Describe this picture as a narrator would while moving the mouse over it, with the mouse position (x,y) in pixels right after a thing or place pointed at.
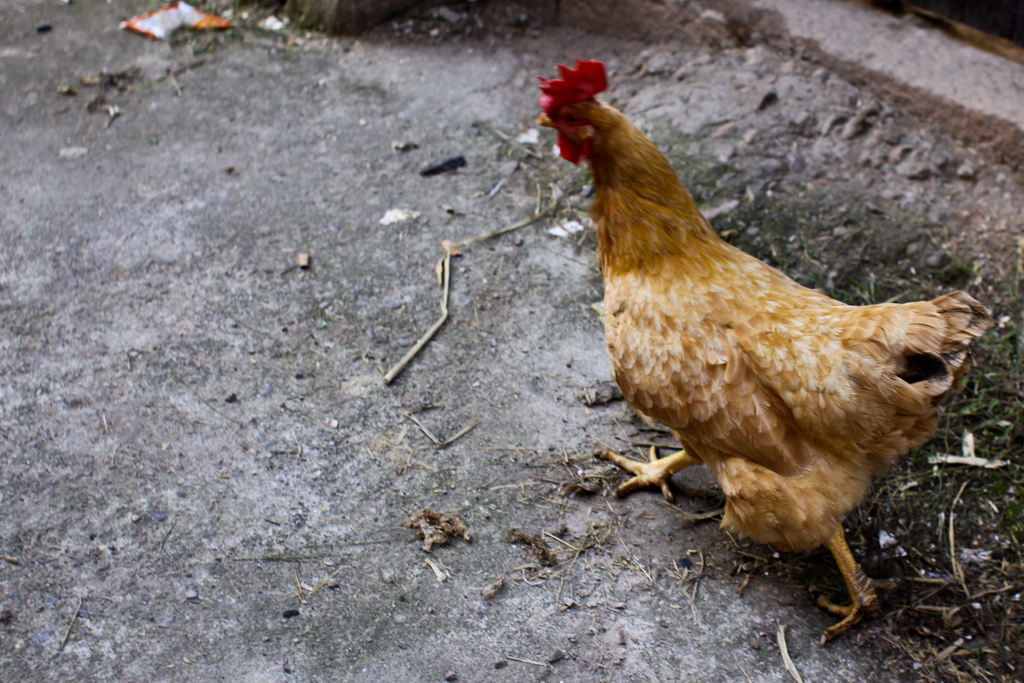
In this image we can see there is a hen (747,259) and there are some dust particles (955,567) on the surface (351,522).
